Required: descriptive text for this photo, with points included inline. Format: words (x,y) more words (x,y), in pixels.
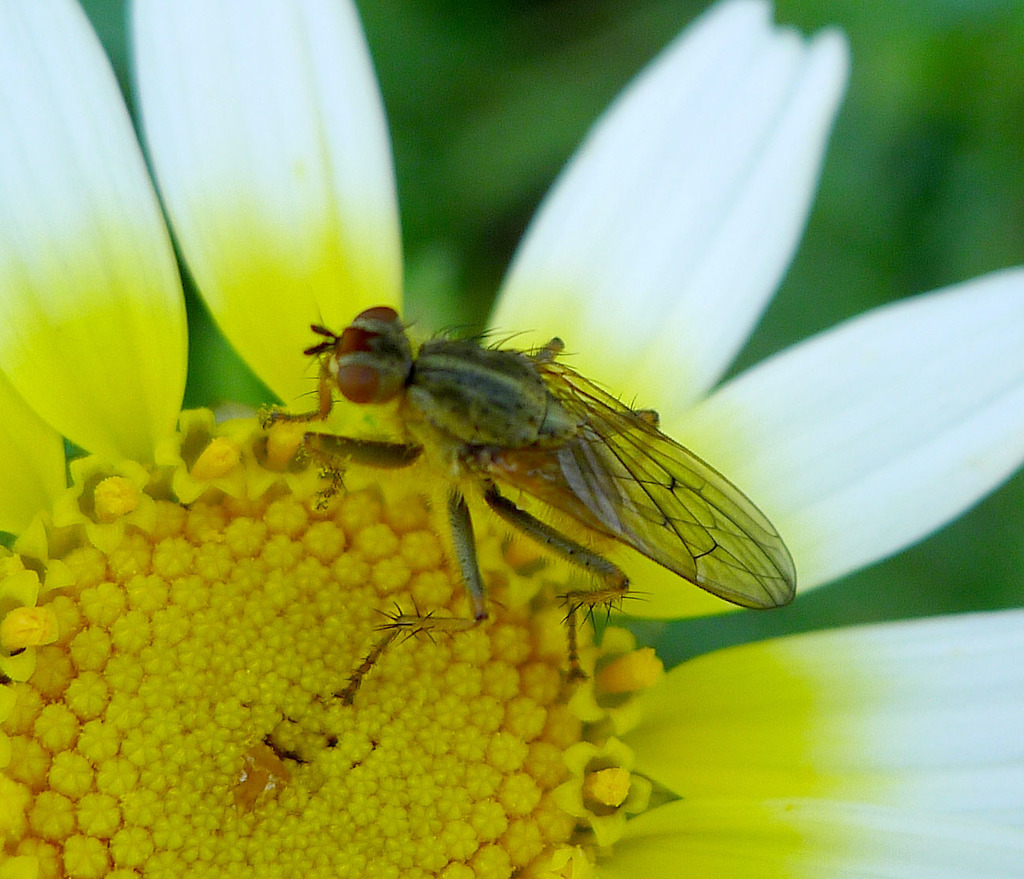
In this picture there is a house fly (626,519) on the white color flower (682,406). At the back (470,146) the image is blurry.
